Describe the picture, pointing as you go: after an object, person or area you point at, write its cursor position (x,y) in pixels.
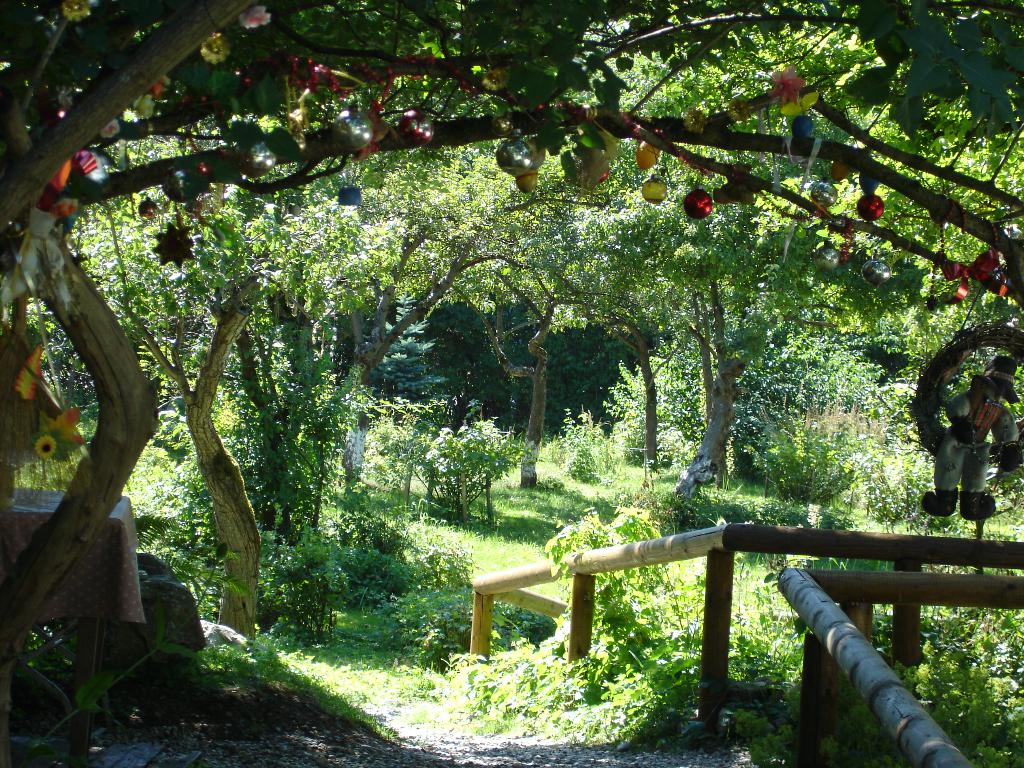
In the image to the left side (22,229) there is a tree (162,63) with decorative items (315,69) like balls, flowers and some other decorative items (790,112) hanging to it. And to the right side of the image (1013,377) there is a doll (999,362) hanging. And to the right bottom of the image (944,599) there is a railing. And in the background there are many trees (915,223). On the ground (531,508) there is grass (524,496).
